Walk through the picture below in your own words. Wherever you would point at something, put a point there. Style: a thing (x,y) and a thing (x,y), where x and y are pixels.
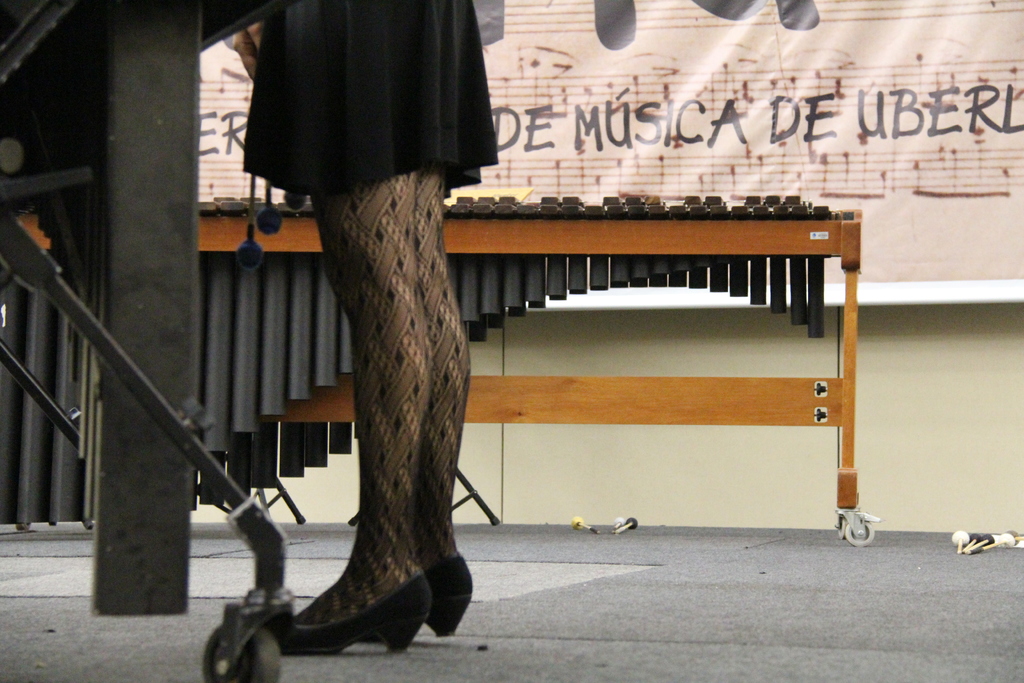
In this image there are legs (380,346) of a woman (342,628) on the ground (477,634). Behind the legs (397,298) there is a marimba (312,235). There are objects (491,195) on the marimba (503,223). Behind the marimba (855,272) there is a banner (950,251) on the wall (949,378). There are pictures (557,90) of musical notes (771,83) and text (624,100) on the banner (655,74).
